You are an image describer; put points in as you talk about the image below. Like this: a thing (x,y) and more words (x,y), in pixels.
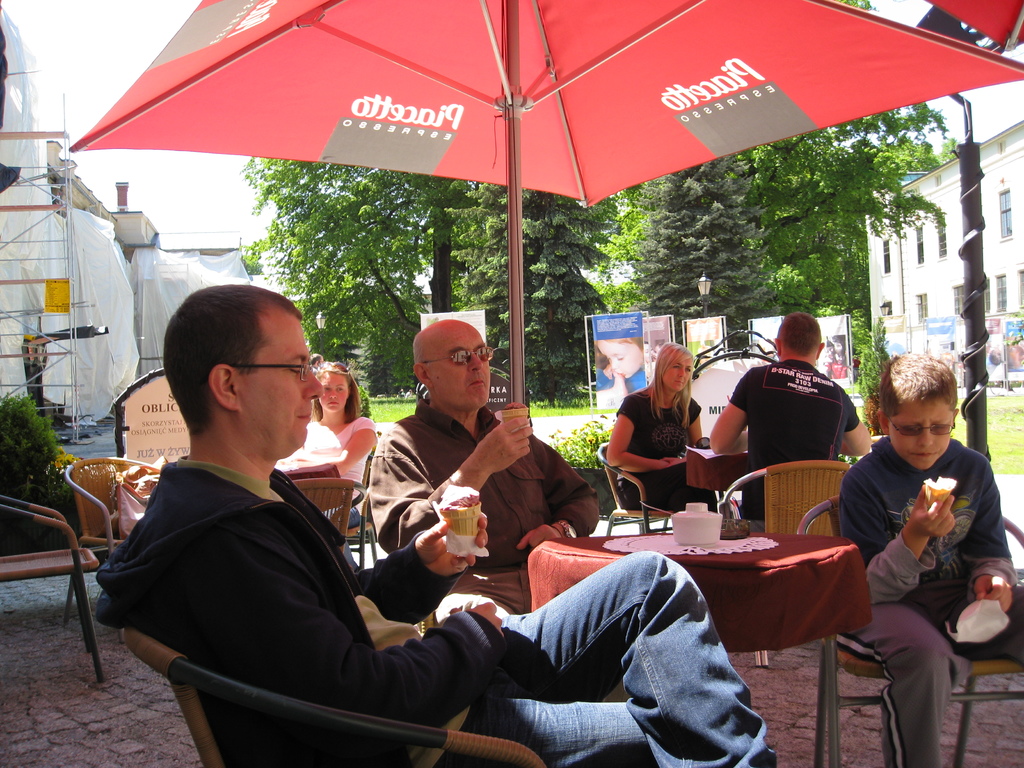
in the picture there are many people (480,453) sitting on a chair (630,510) with a table (831,581) in front of them there is an umbrella (803,7) near to them there are many trees (541,306) present near to them there are some buildings (990,192) there is a clear sky (206,198).
